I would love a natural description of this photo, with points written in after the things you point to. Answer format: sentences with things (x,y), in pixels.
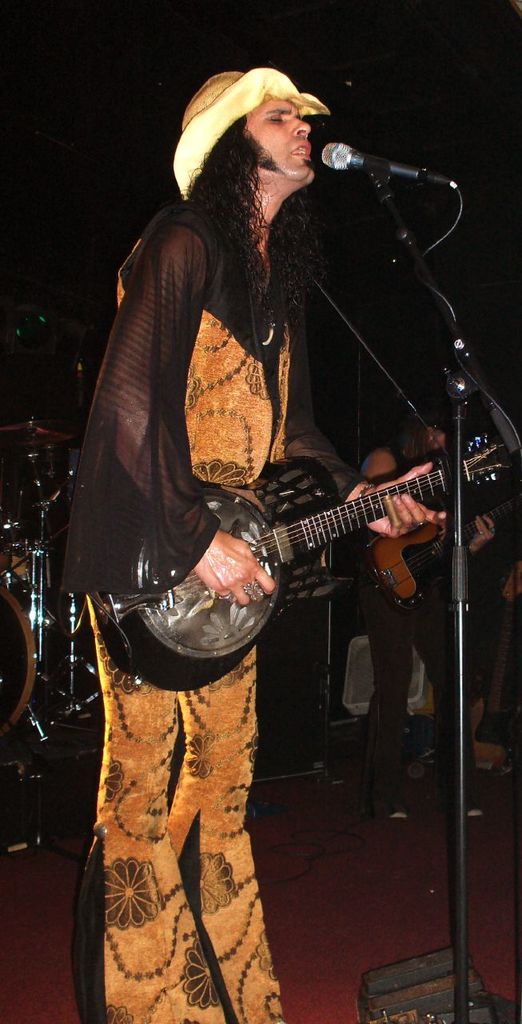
Here we can see a person (205,846) holding a guitar (222,601) and playing a guitar (305,525) and singing a song with the microphone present in front of him and behind him there are people (402,461) and some other musical instruments (4,572).
